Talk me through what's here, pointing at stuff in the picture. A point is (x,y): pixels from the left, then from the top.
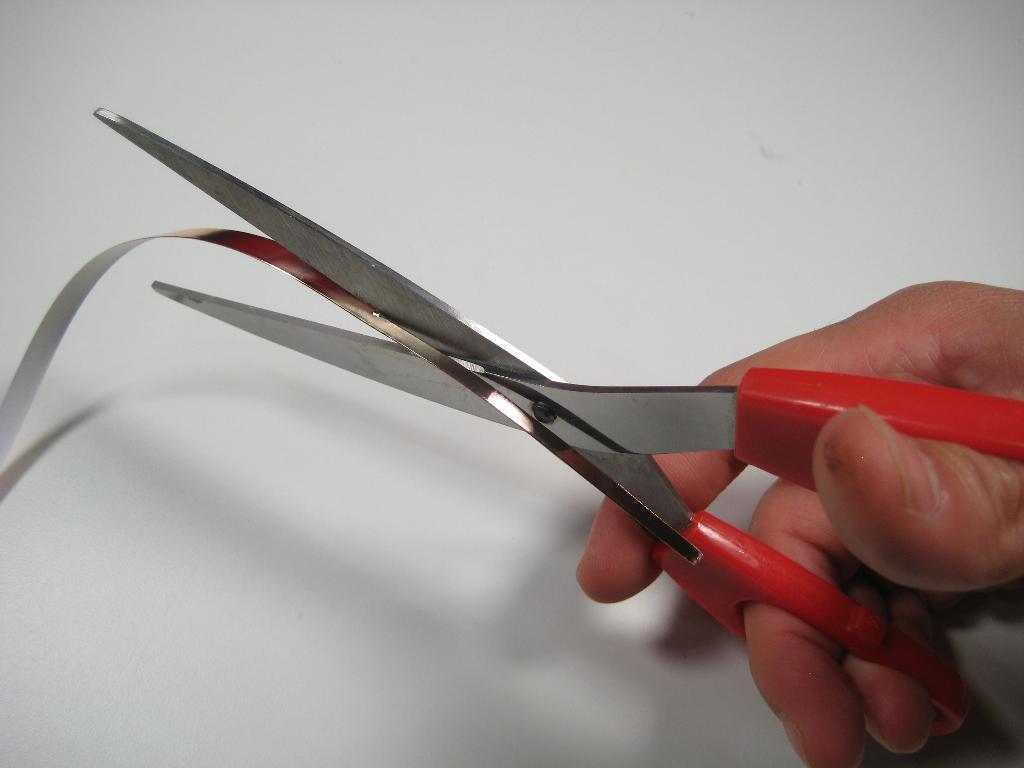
In this we can see a person's hand (884,366) holding a scissor (687,426) and cutting a metal strip (315,290).
